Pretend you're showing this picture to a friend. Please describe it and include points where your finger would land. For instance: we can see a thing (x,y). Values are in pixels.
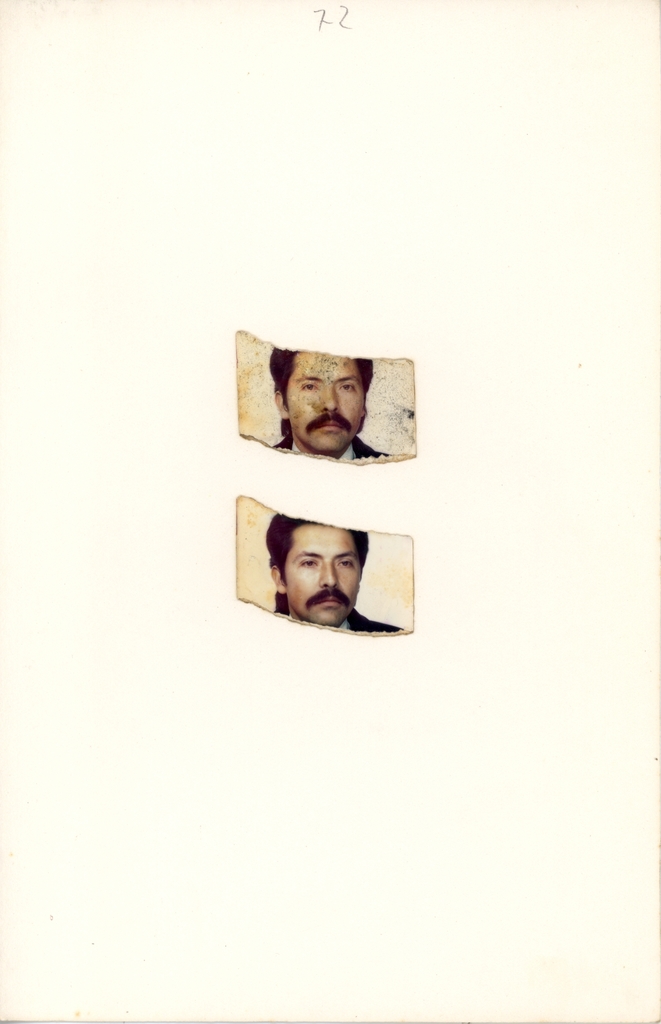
In this image there are two photos (336,541) of the person (336,527), the background of the photos (315,415) is white.
